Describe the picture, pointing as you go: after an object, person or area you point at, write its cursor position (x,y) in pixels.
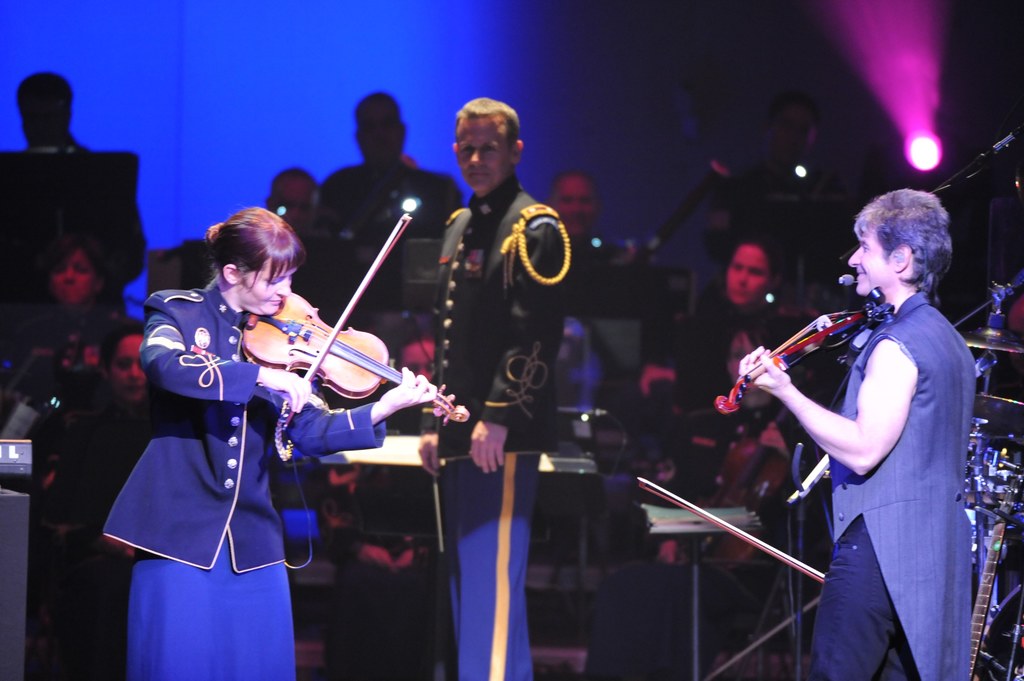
in the picture there are many people (521,445) in which a woman (280,552) and a man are playing violin (365,378) and some of the remaining people (443,338) are playing some musical instruments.
